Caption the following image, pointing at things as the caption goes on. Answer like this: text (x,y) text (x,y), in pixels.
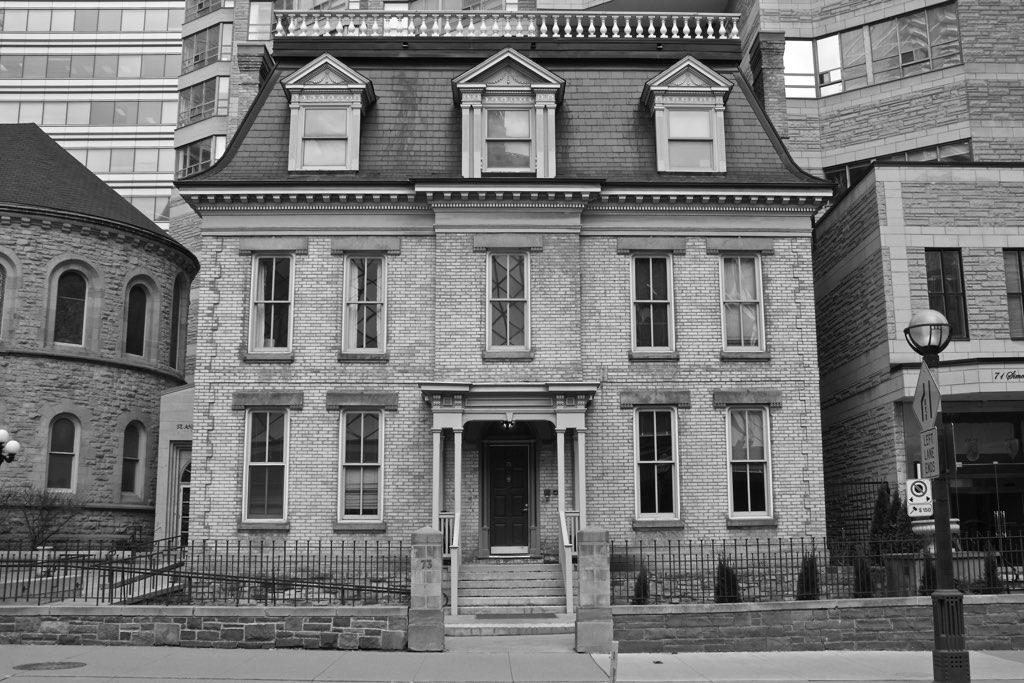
This is a black and white image. In this image we can see buildings (262,215) with windows (345,164). And there is a building (490,478) with door (513,526) and steps (509,569). In front of the building (196,571) there are railings (693,589) on small walls (707,604). On the right side (938,351) there is a light pole (941,345).
